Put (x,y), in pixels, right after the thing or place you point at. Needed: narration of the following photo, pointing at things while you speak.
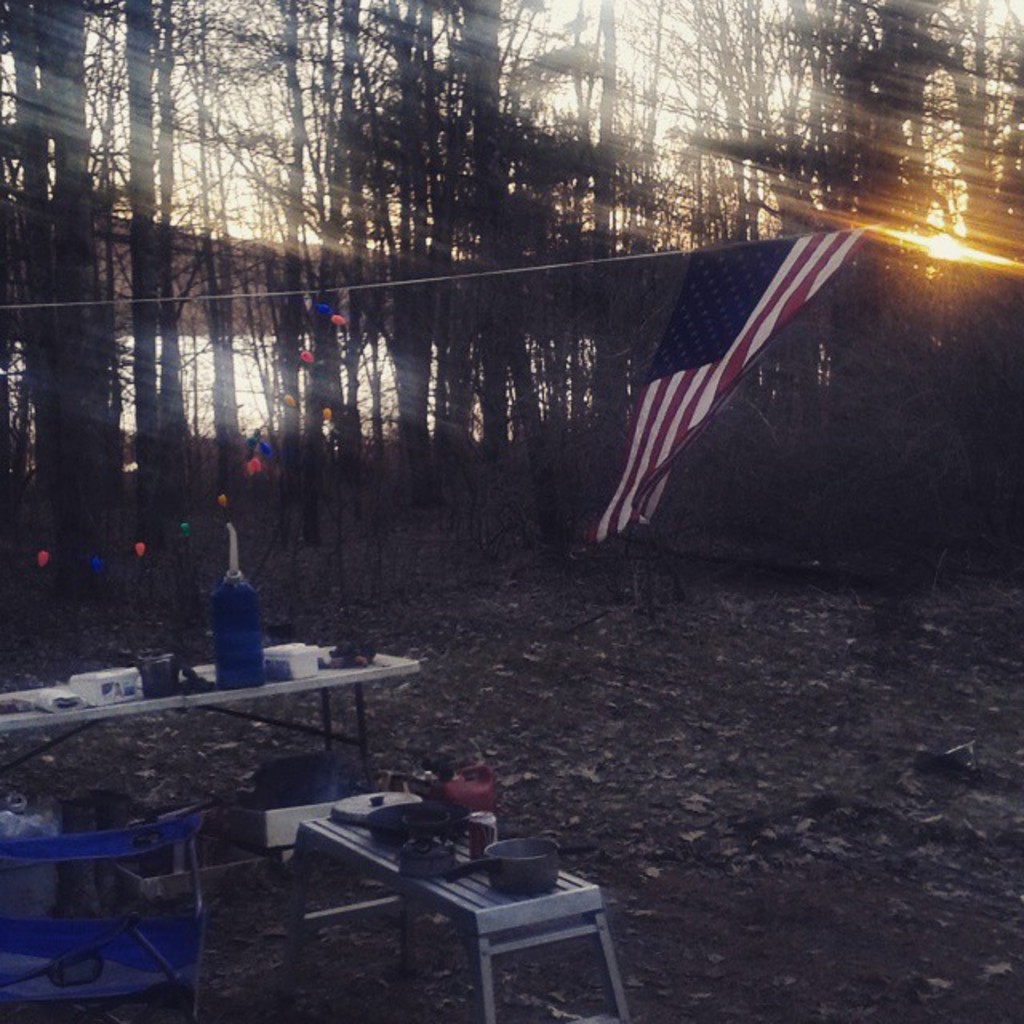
In the image we can see on the table (519,923) there are utensils (437,829) kept and on the other table (268,668) there are wine bottle (231,652) and tissue box (290,661) are kept. On the rope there is a flag (674,436) which is hanging, behind there are lot of trees (490,326) and there are dry leaves (700,740) on the ground (700,740).
